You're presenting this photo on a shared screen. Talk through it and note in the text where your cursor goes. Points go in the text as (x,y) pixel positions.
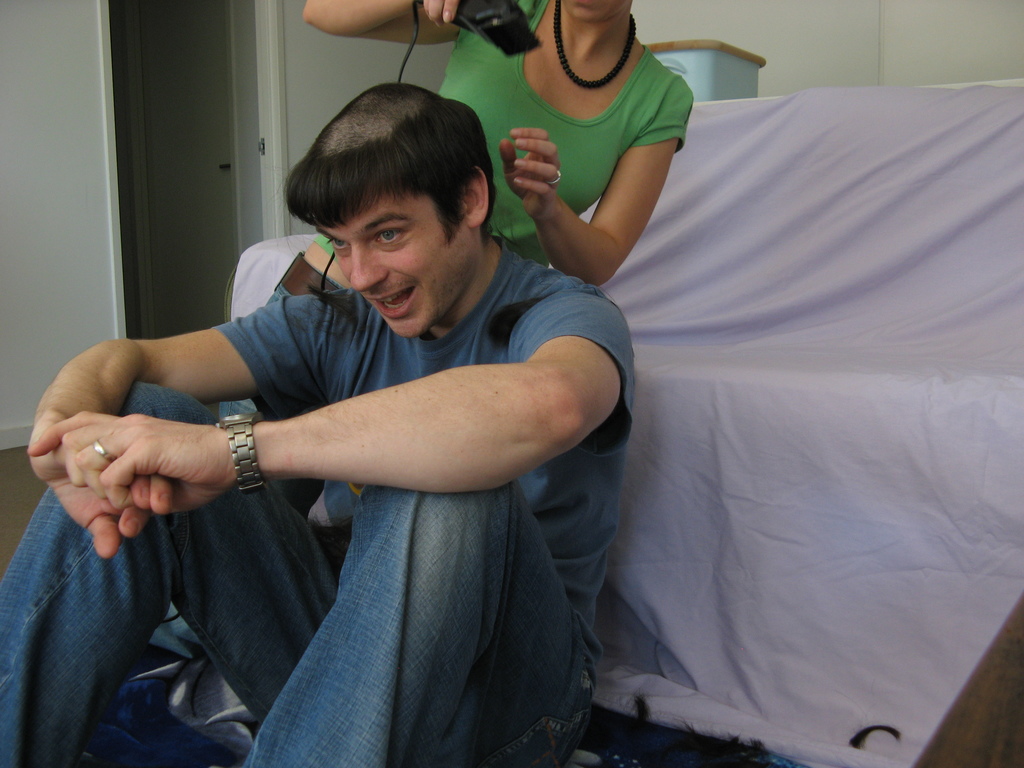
In the center of the picture (458,432) we can see a woman (512,148) trimming a man's head (383,277). In the middle (681,354) there is a couch (908,305) covered with white cloth (846,104). In the background (736,30) we can see door (230,78), wall (778,50) and an object (707,52).
